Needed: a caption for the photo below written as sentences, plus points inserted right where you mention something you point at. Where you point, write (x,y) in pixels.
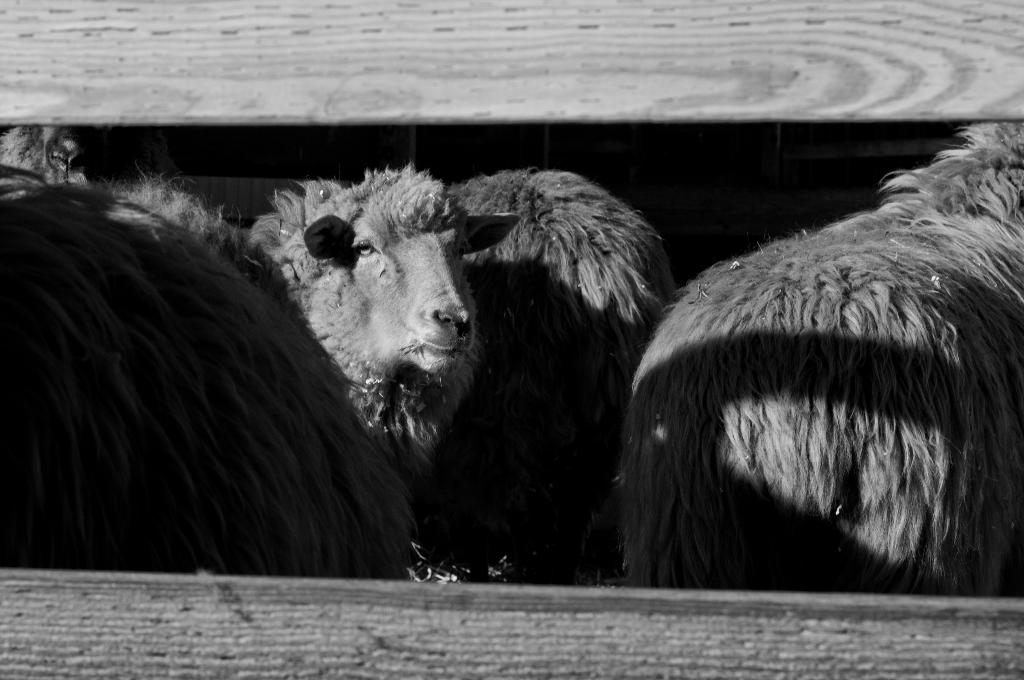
This is a black and white picture. In this picture, we see the sheep (512,472). One of the sheep (371,222) is looking at the camera. In front of the picture, it might be a wooden fence (476,121).
